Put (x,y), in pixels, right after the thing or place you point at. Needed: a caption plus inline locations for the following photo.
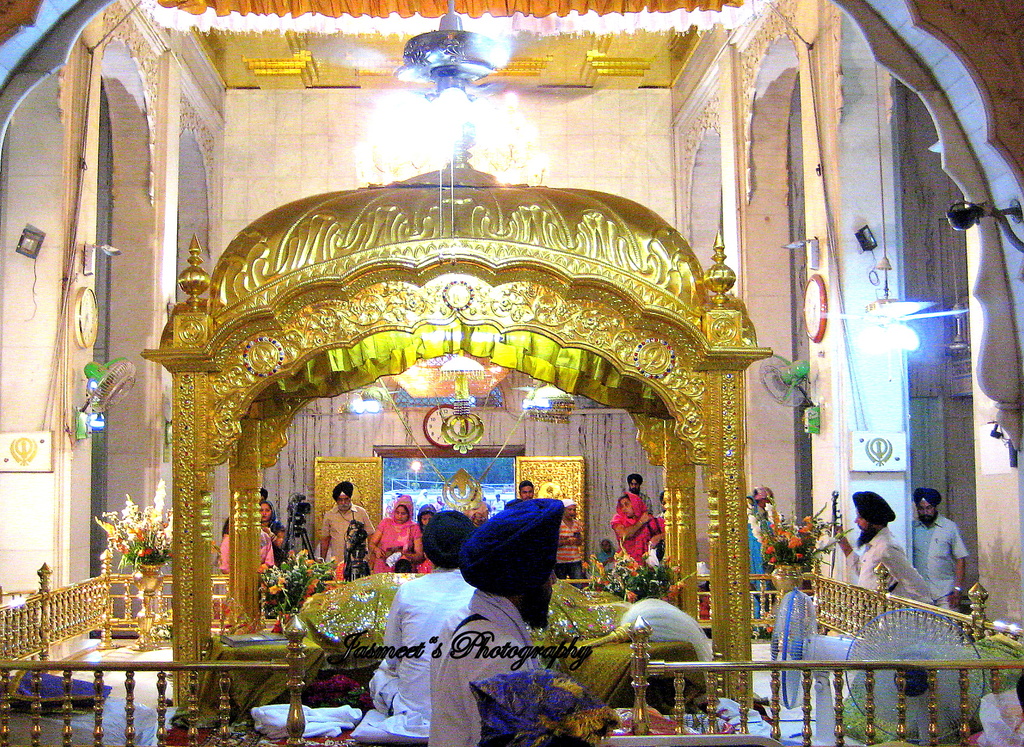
In this picture there are people (571,537) those who are standing in the center of the image (399,496), it seems to be a temple (429,357) and there is a boundary (681,719) at the bottom side of the image (251,725).
